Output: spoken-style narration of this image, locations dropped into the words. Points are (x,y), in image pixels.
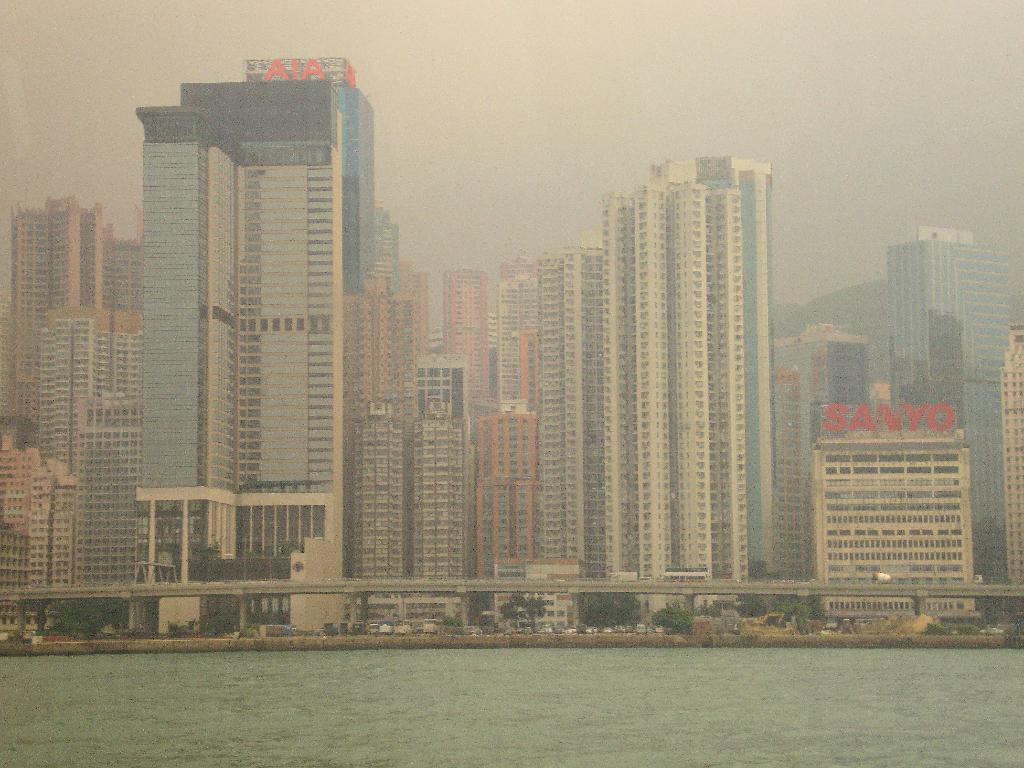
In this image I can see water (474,723), background (483,57) I can see few buildings (902,540) and sky (646,53) in white color.
